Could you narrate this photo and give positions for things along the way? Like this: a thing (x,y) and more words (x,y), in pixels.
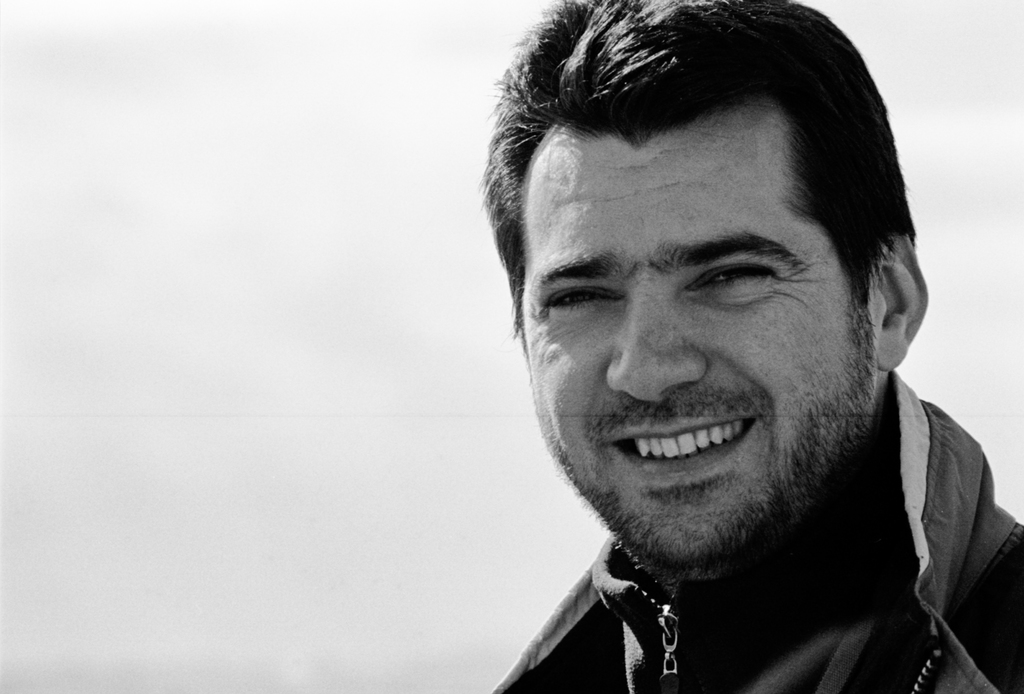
In this image I can see a person (741,373) smiling. The image is in black and white color.
